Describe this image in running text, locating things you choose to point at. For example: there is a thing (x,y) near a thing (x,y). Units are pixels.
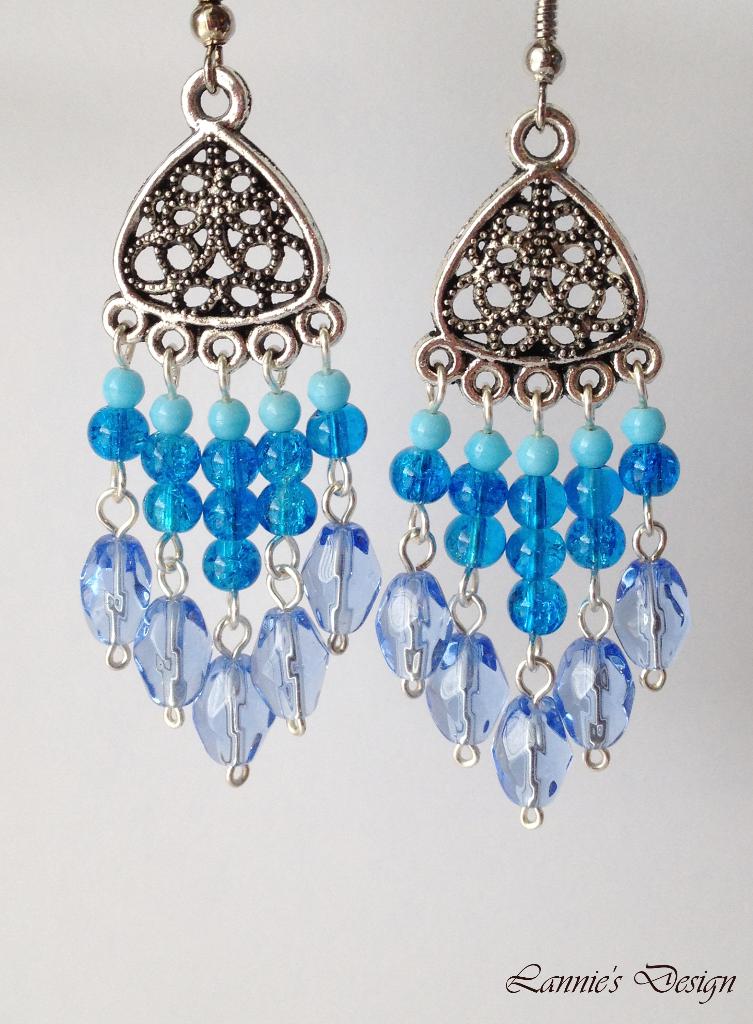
In this image the background (430,877) is gray in color and in the middle of the image (308,628) there is a pair of earrings (518,205).
